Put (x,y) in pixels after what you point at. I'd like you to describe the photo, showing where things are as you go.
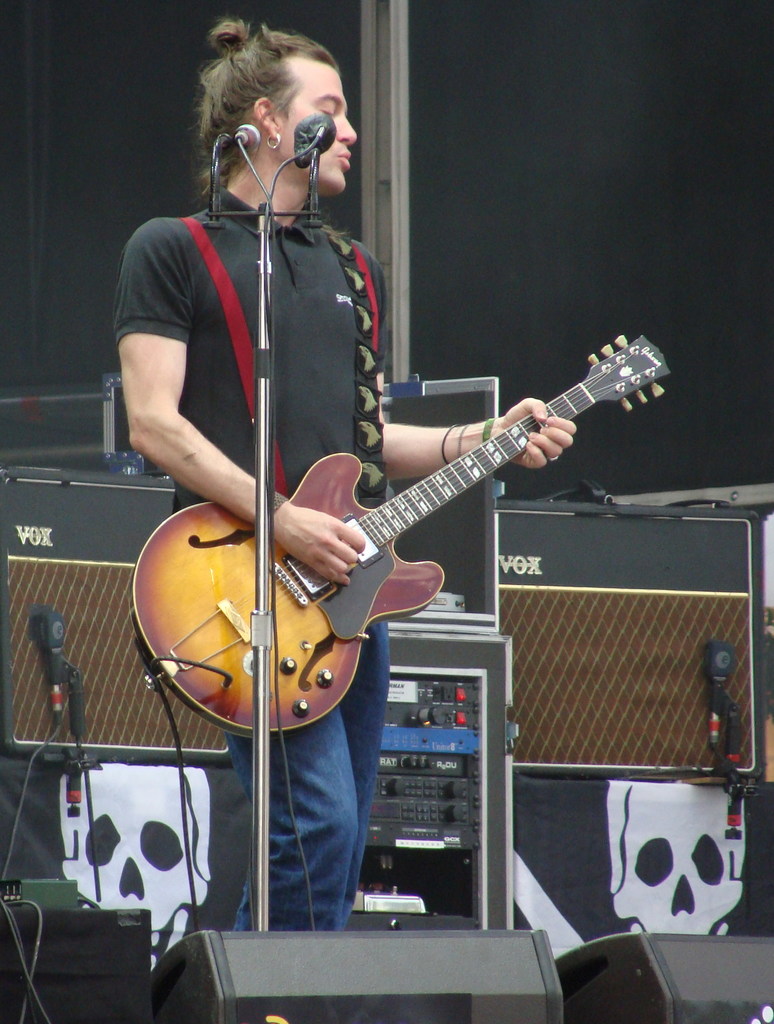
The person (284,301) wearing black shirt (296,343) is playing guitar (376,544) and singing in front of a mic (303,138) and there are some boxes (577,563) behind him.
